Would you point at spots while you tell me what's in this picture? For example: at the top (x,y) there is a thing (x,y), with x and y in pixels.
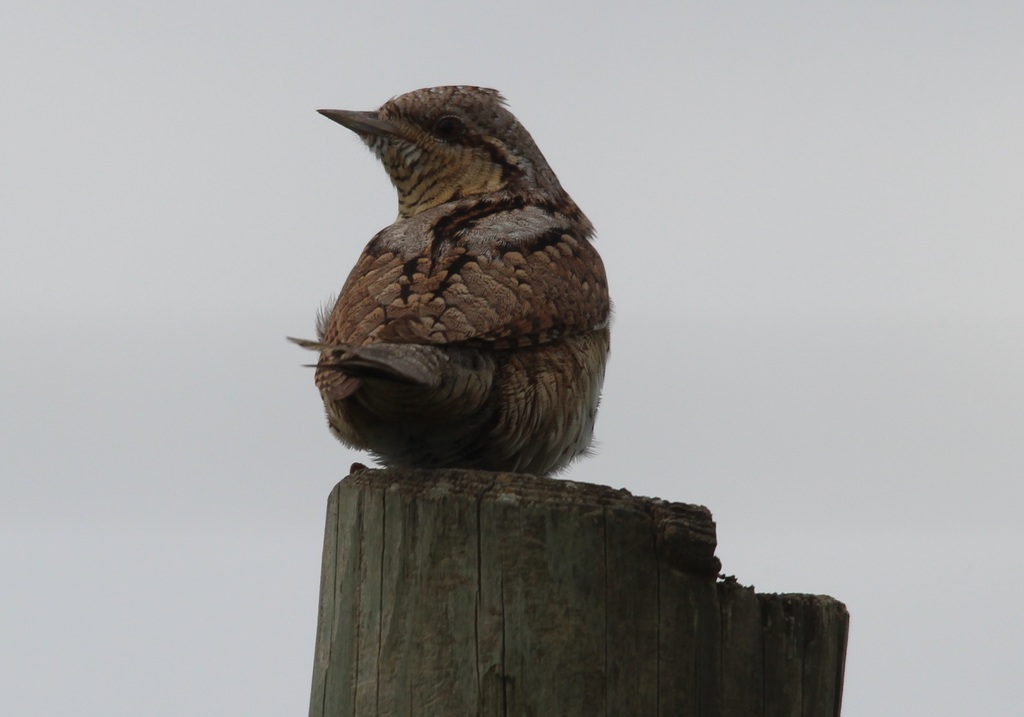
In this picture we can see a brown color bird (485,337) is sitting on the wooden post (411,564). Behind there is a sky (329,106).
